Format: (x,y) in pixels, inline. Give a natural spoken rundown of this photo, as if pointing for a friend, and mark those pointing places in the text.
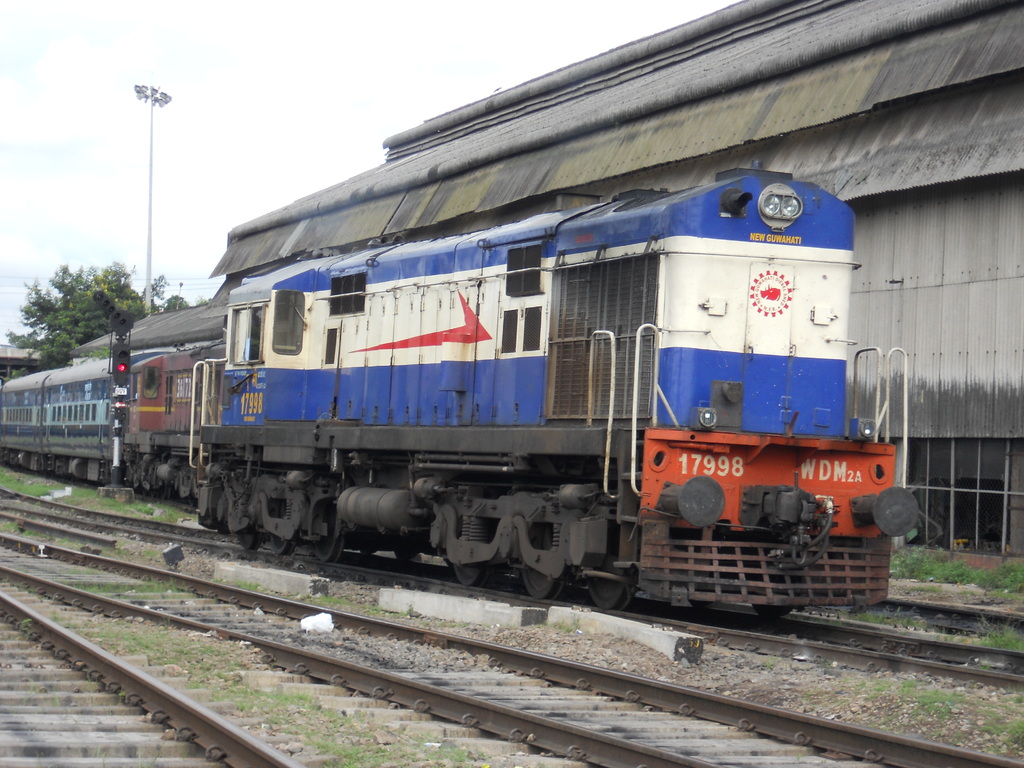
In this image we can see a train (616,388) and there is some text (822,466) on it. There are few railway tracks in the image. There is a tree (90,309) in the image. There are few plants (1001,584) in the image. We can see few plants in the image. There is a shed (1005,351) in the image.
